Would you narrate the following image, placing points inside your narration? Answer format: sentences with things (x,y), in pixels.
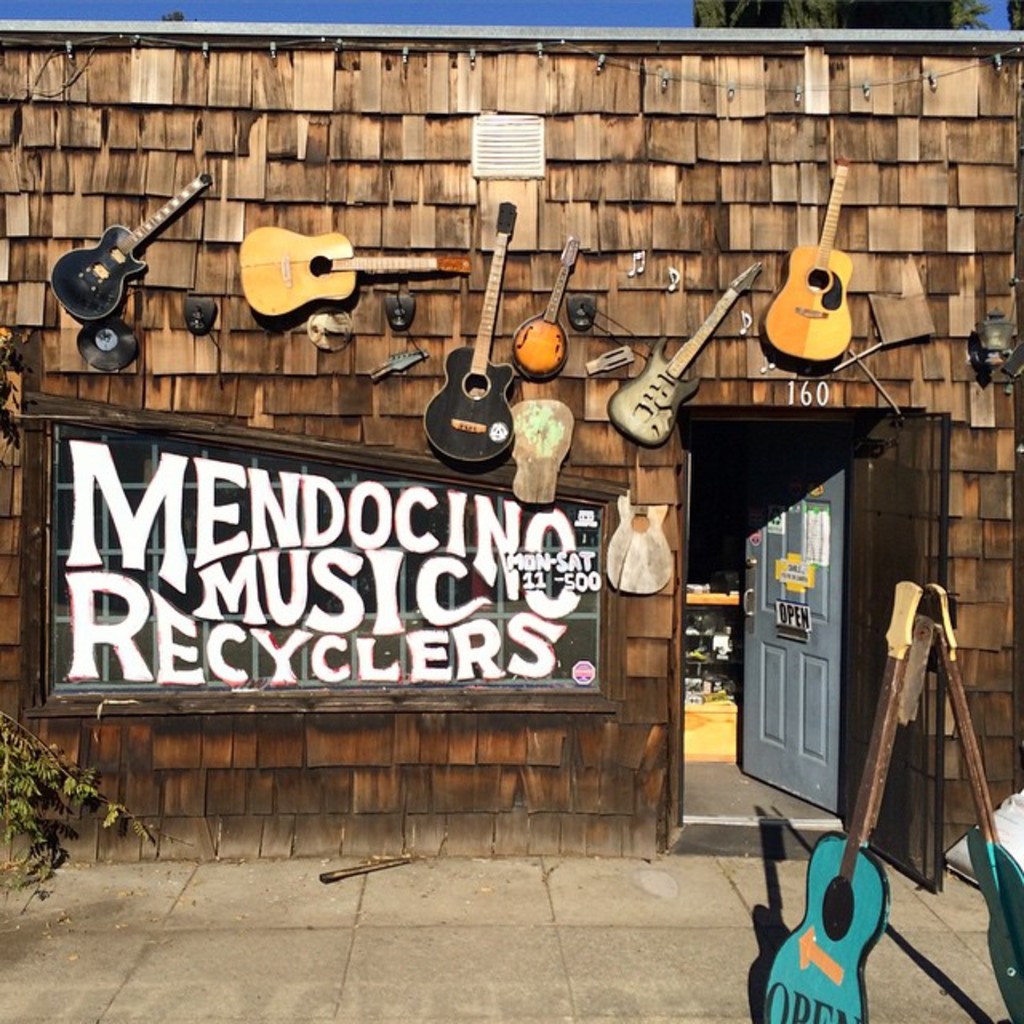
In this image I can see many guitars (245,284) and the board (366,544) attached to the wall (710,254).
